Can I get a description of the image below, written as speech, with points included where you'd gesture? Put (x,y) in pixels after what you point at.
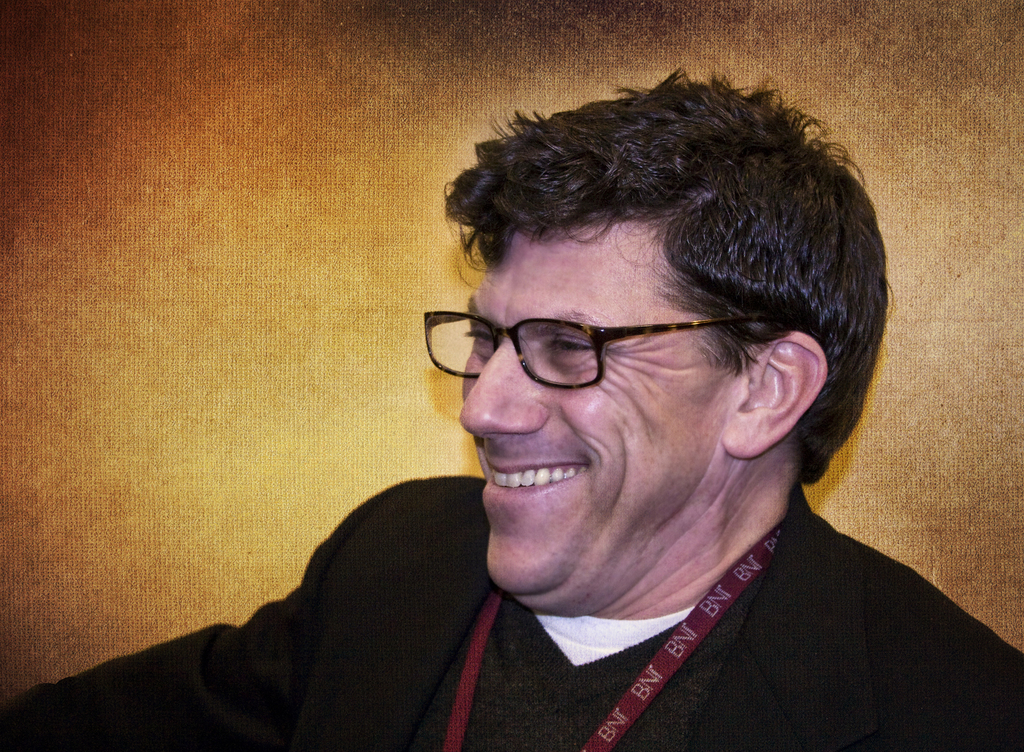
In the picture we can see a man (939,665) with a black color blazer (935,649) and a red color tag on his neck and he is smiling and behind him we can see a wall (266,308) which is yellow in color with some part (813,69) brown in color.
